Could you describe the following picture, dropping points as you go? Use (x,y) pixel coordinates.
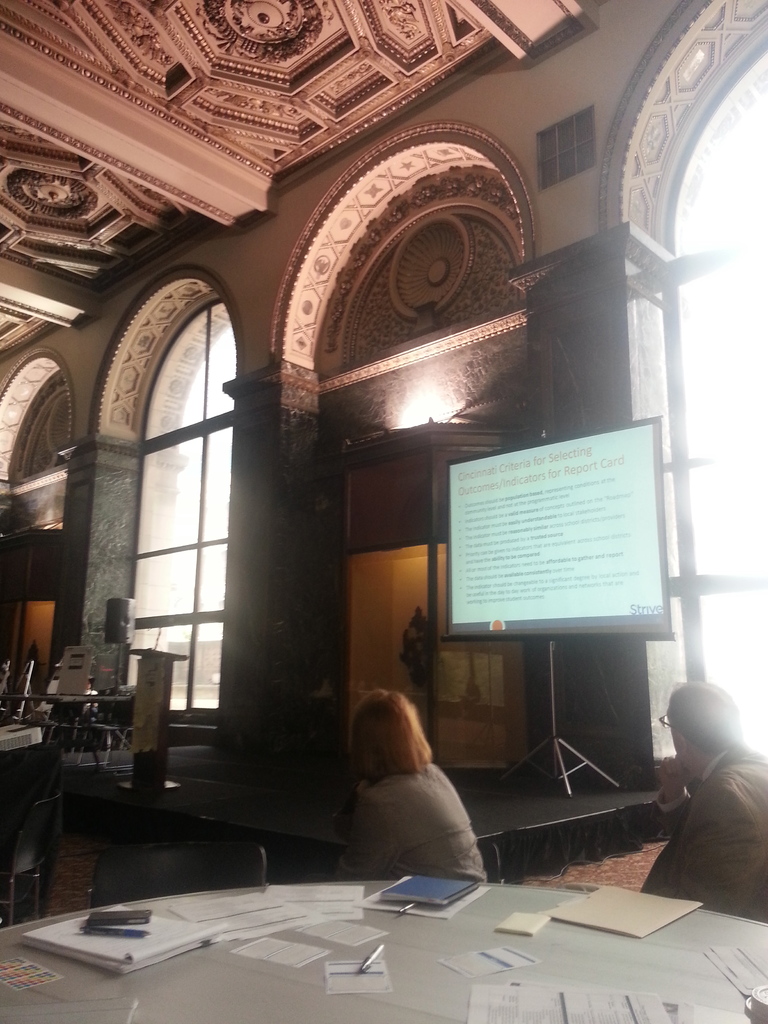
in a picture there in which two persons (413,775) are sitting in a chair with a table (411,969) behind them and watching a projection screen (533,589) which is on the stage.
